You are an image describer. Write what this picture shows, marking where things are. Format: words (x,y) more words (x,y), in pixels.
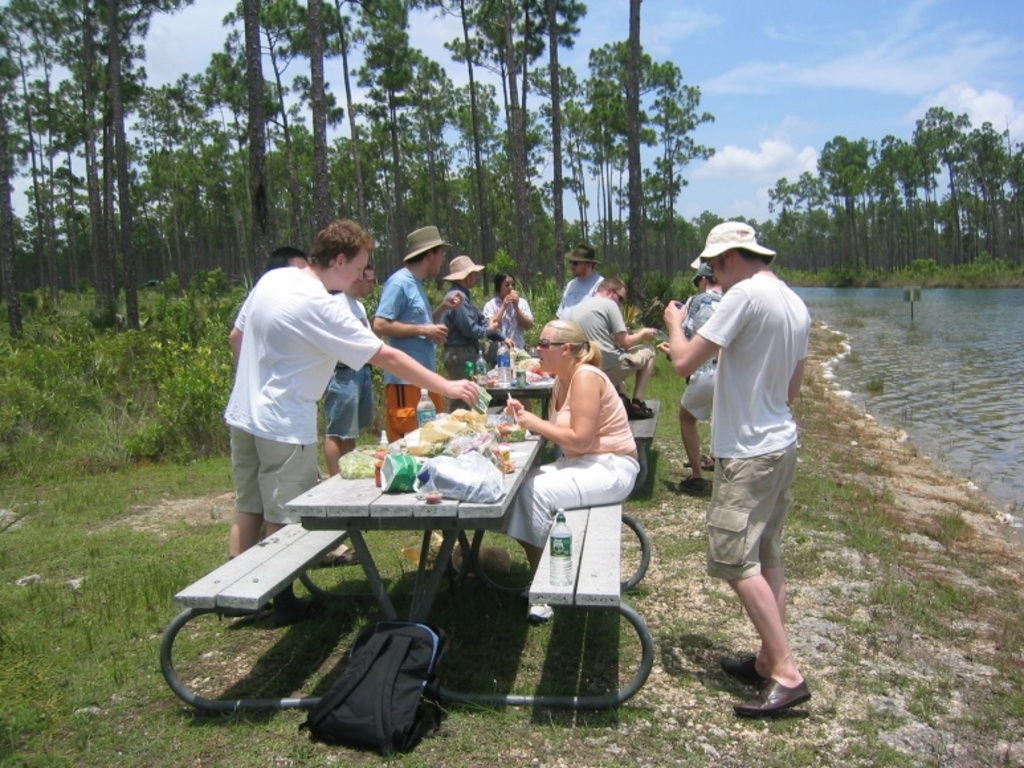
In the background (874,43) we can see the clouds (789,136) in the sky (776,133), trees (796,211). In this picture we can see the plants (33,316), people (599,407). We can see the benches (640,460) and tables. We can see a woman (577,443) is sitting on a bench (576,543). On the tables (417,527) we can see the water bottles (484,362), food items (430,492) and few objects (448,467). We can see the people (493,336) are standing and few wore hats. At the bottom portion of the picture (419,656) we can see a backpack (366,739) on the green grass (450,739). On the right side of the picture (967,392) we can see the water (952,367) and it seems like a board (912,296).
